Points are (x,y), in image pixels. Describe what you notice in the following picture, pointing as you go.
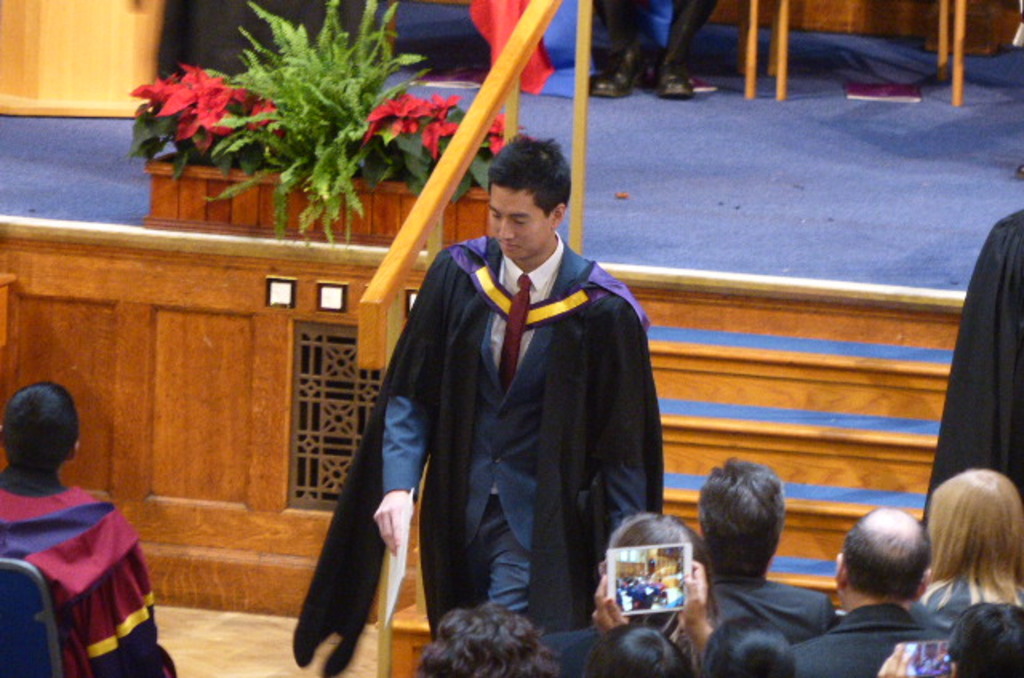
In this image we can see few people (502,532), a person (561,367) is holding a paper (401,578), two of them are holding tabs (641,566) and there is a book (891,95) and house plant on the stage (766,137) and there are stairs (804,414) in the background (413,557).
